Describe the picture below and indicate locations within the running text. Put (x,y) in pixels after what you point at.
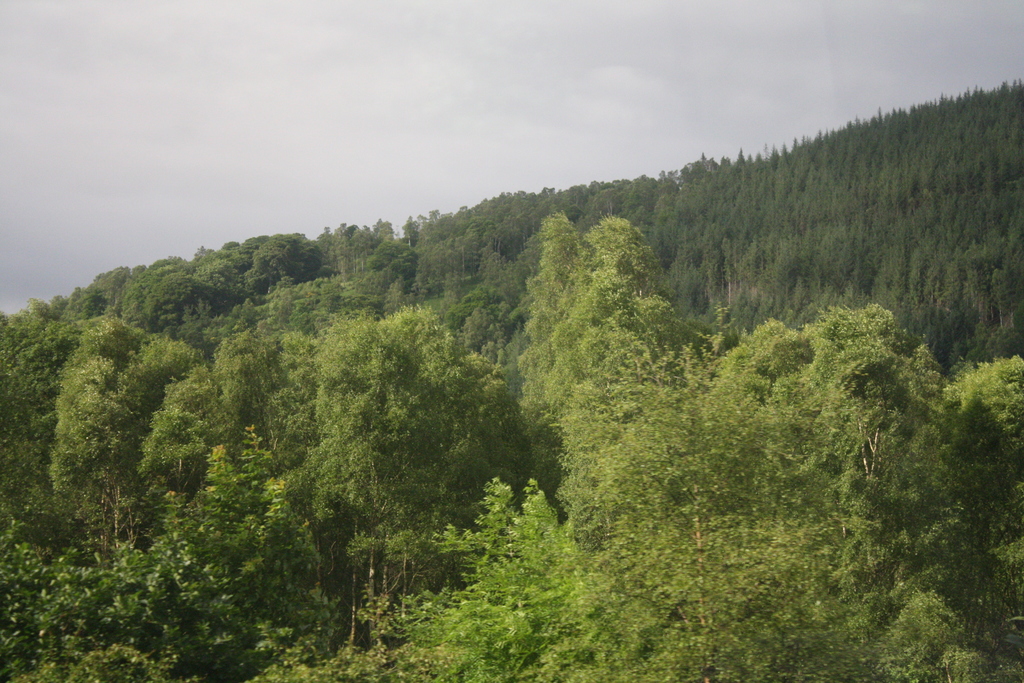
In the foreground of this image (687,550), there are trees (617,560). At the top (434,63), there is the sky (527,49).
